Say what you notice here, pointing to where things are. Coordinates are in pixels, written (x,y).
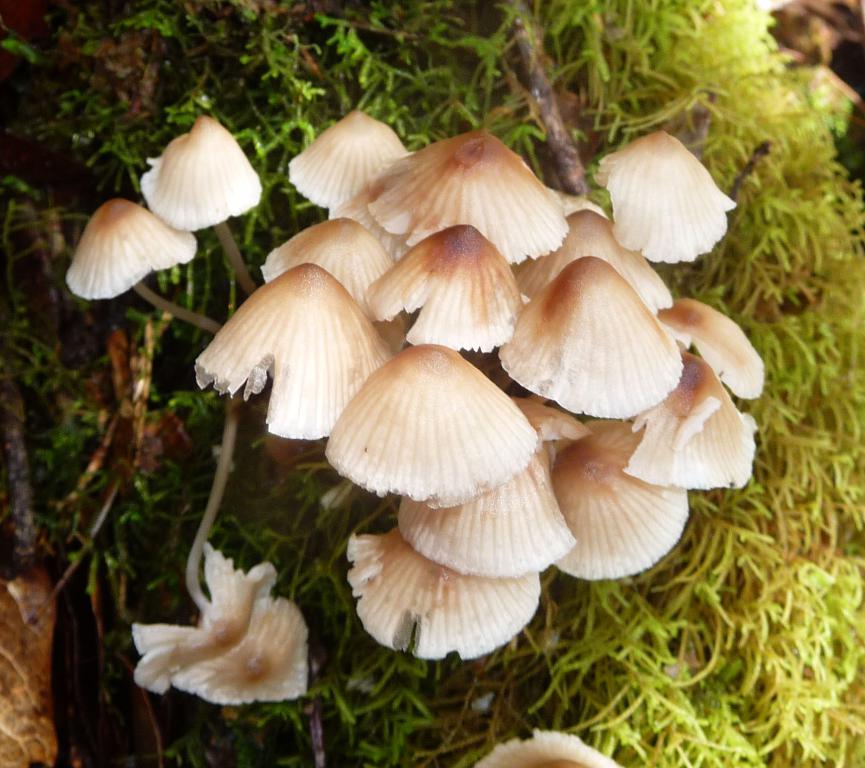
In this image we can see a few mushrooms (350,403) and moss (386,523).
